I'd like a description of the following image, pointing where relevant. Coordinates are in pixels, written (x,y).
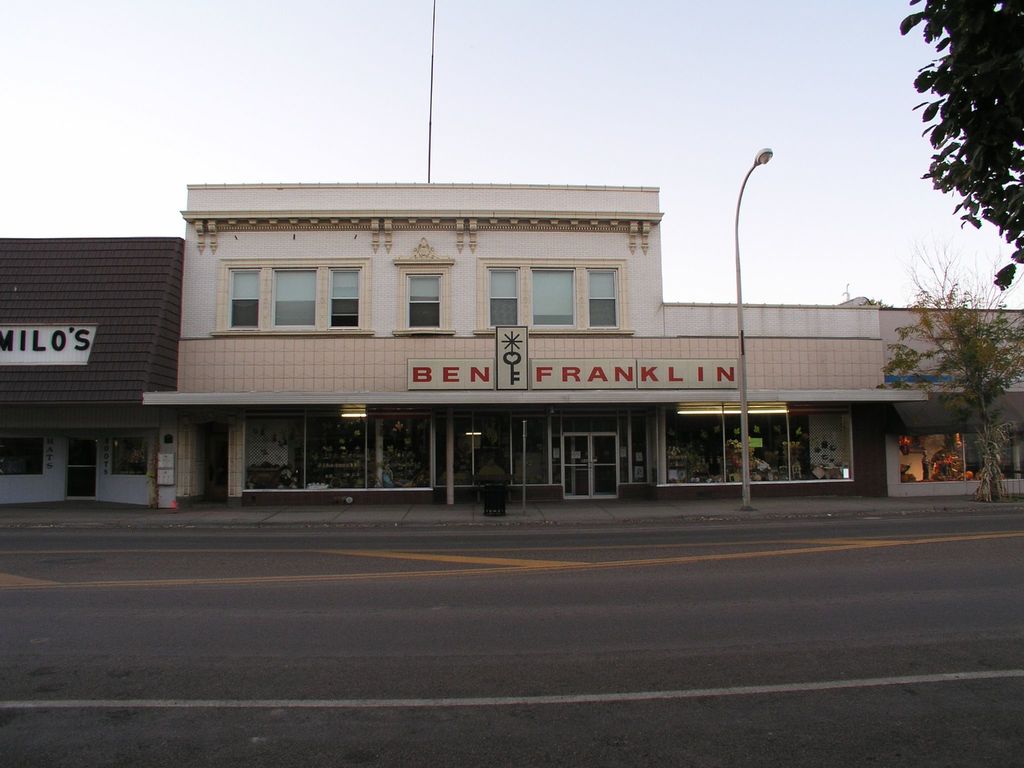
In this image we can see there are buildings (332,338) with windows (348,422) and doors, through the windows (319,446) we can see few objects (673,450). In front of the building (514,490) there is the road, light pole (763,161) and dustbin (498,494). And there are trees (946,156) and the sky (762,68).
